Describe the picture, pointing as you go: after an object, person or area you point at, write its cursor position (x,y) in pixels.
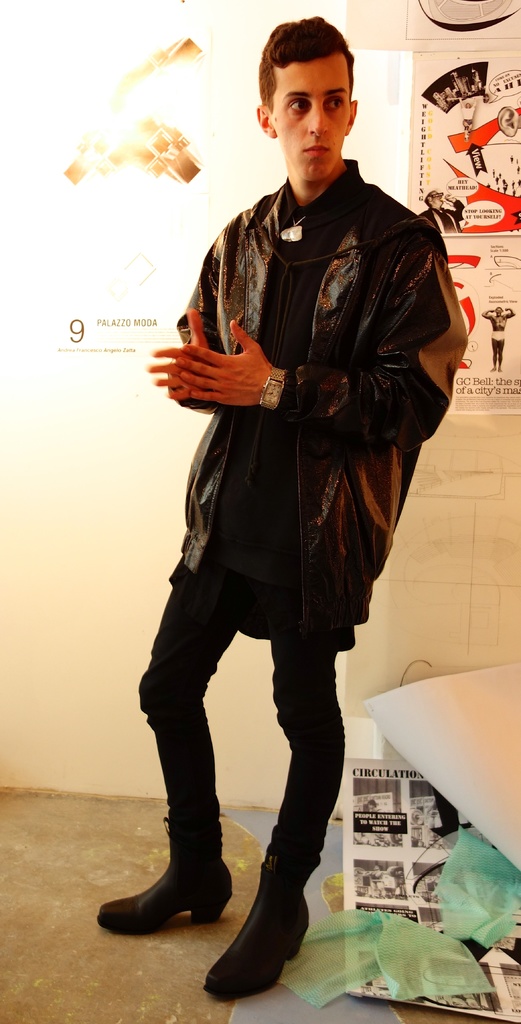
In this picture we can see a man (266,430) in the black jacket (305,430) is standing on the floor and on the right side of the man (225,580) there are news papers (397,842) and some objects (358,958). Behind the man (275,497) there is a wall (86,435) with posters (478,168).
